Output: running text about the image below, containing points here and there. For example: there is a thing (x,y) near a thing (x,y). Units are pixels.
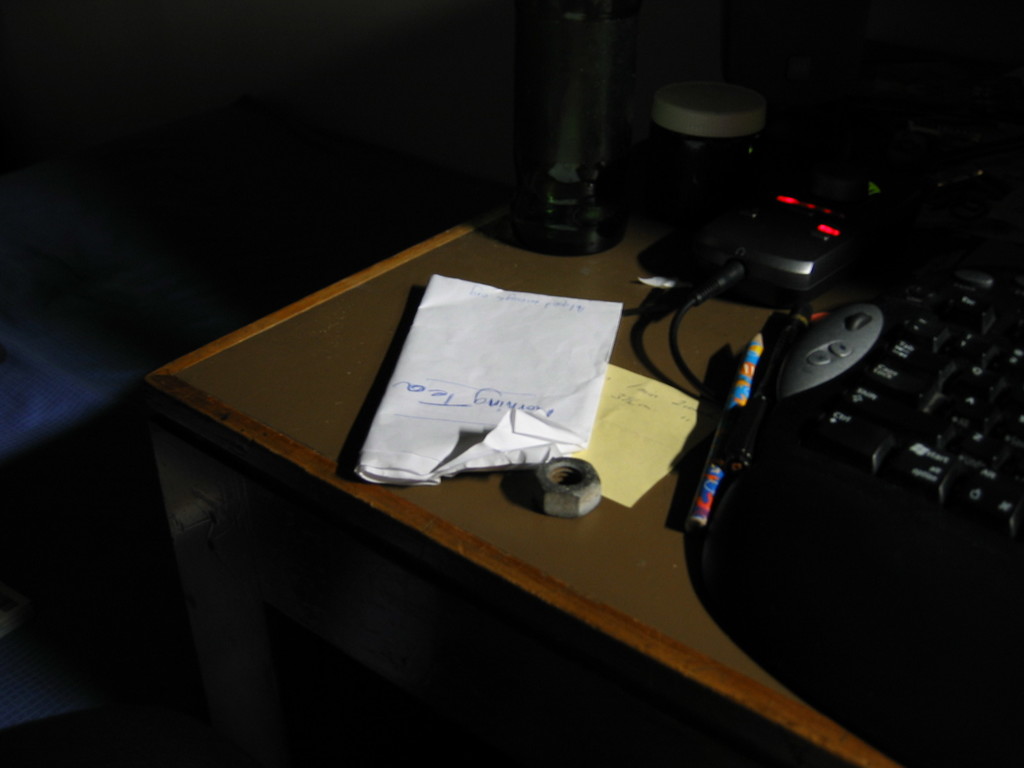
In a room (575,479) there is a table (638,633) where keyboard (903,479), pens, papers (509,382) and one water bottle (567,181) and nut (578,461) and a box (675,192) are present.
